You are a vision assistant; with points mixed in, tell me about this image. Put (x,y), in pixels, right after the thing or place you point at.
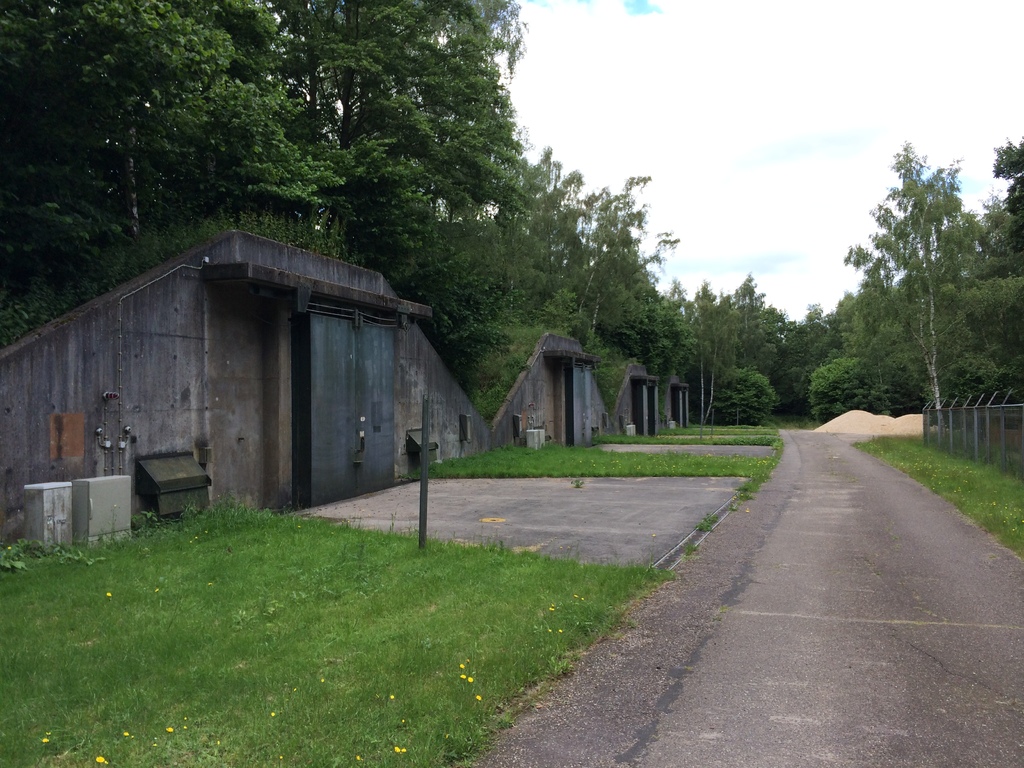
In this image we can see there are trees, grass (454,583), fence (971,441), pole (422,471), boxes (157,473), sand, road (837,554) and the sky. And there are walls (243,368) with doors (650,403).
